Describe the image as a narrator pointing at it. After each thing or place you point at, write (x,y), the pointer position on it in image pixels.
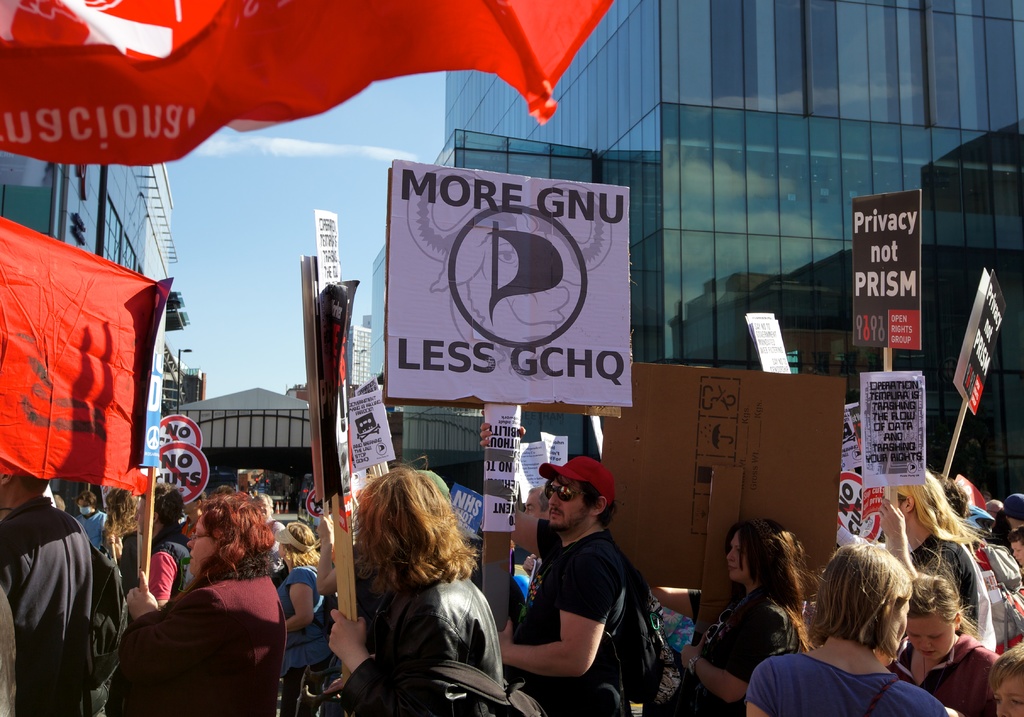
At the bottom (415,649) there are few persons (514,619) standing by holding hoarding boards (622,528) poles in their hands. In the background (1019,307) we can see buildings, glass doors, poles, fence (454,441) and clouds (203,143) in the sky (310,199).
